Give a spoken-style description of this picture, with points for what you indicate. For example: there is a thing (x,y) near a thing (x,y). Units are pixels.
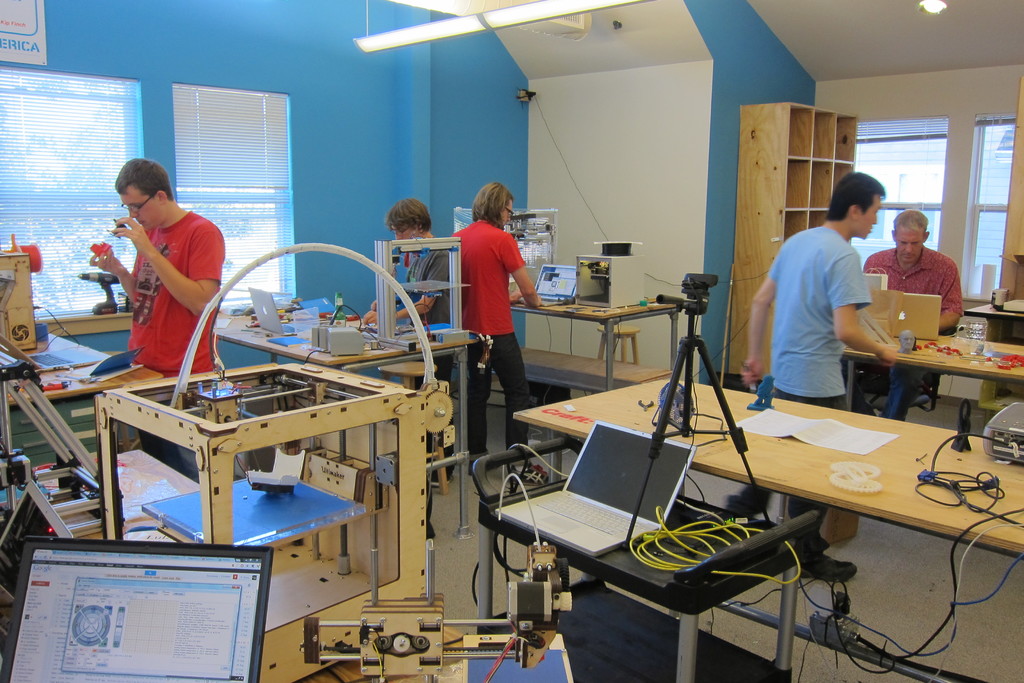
In this image, we can see a lab (695,170) contains tables (366,362), laptops (900,326) and equipment (290,533). There is a rack (751,192) in front of the wall (701,229). There is a light (516,21) at the top of the image (516,16). There are windows (200,197) on the left (95,244) and on the right side of the image (907,158).
